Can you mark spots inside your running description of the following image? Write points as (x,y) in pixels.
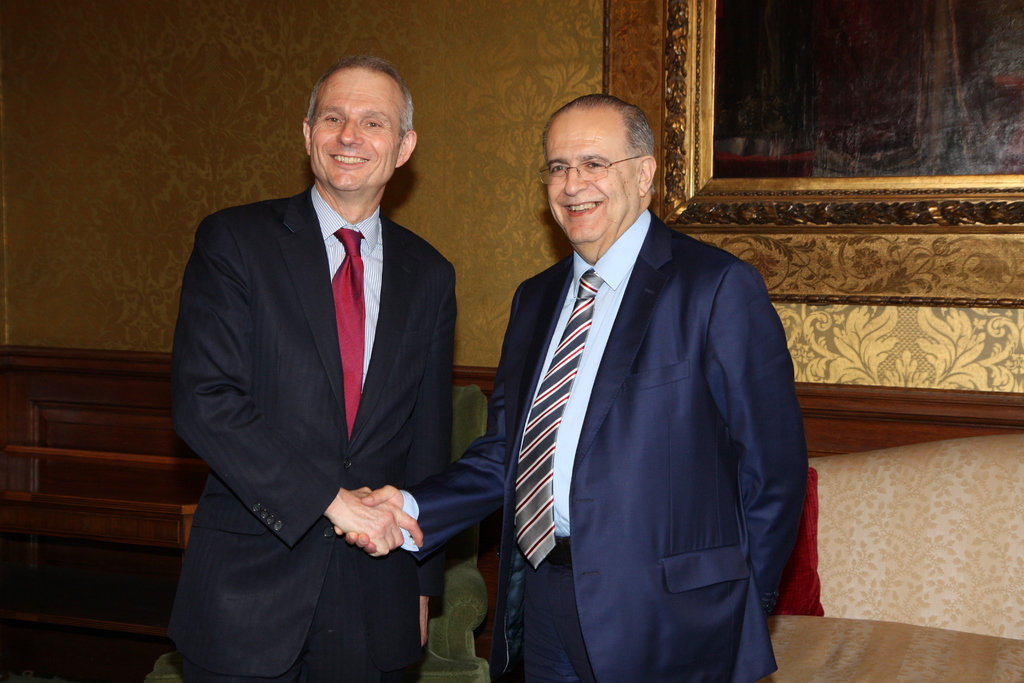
In this image we can see there are two people (498,395) standing and at the back (470,611) we can see the couch (837,582) and wood (149,459). And there is the photo frame (886,173) attached to the wall (490,211).
